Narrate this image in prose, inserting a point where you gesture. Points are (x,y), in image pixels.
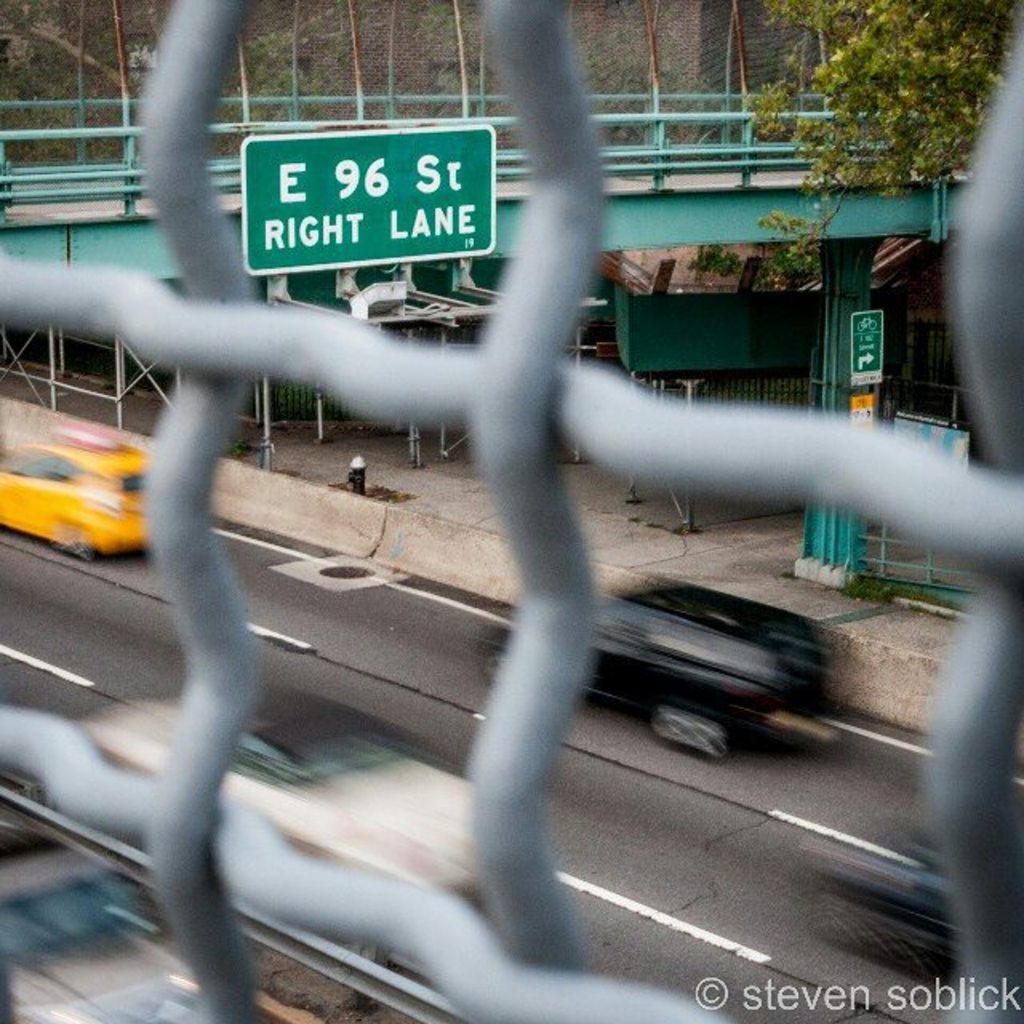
In this image in the front (202,290) there is a grill (379,375). In the background (134,488) there are cars (726,604) moving on the road (475,638) and there is a board (381,201) with some text (354,220) written on it and there is a tree (882,156), there is a bridge (761,208).
